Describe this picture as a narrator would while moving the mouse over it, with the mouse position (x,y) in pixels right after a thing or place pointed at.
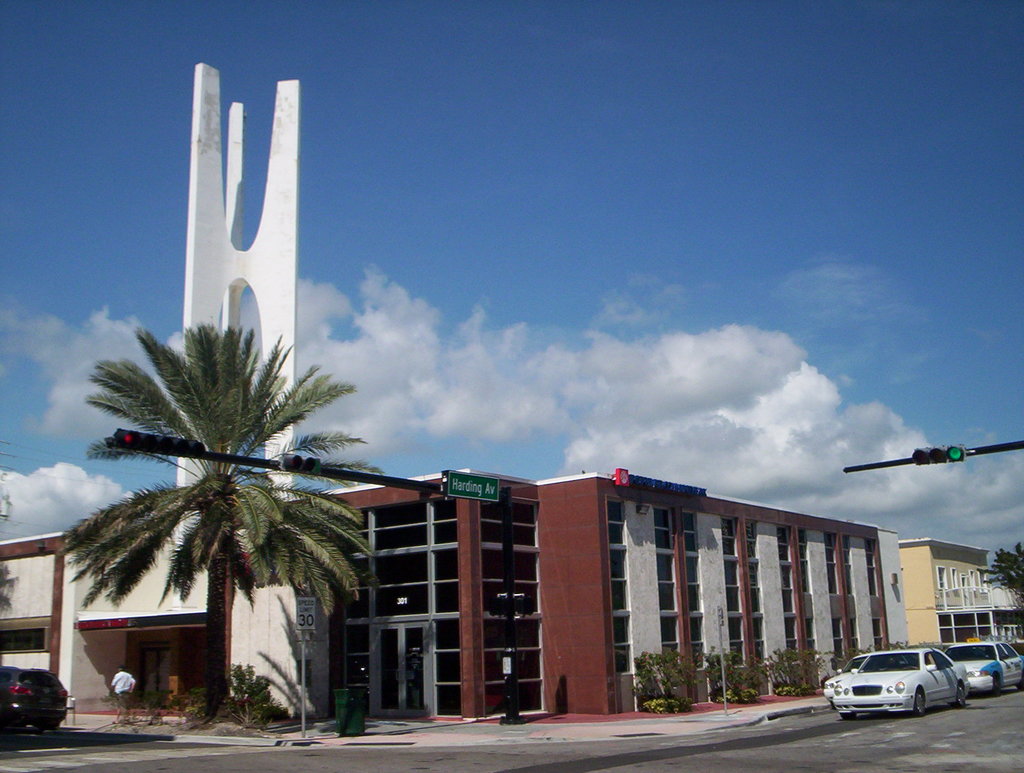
In this image we can see the buildings (473,527), trees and also the plants (711,672). We can also see the text boards (456,490) and also the traffic signal light poles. There is a person (117,680) on the path (114,716). In the background (203,6) we can see the sky (481,331) with the clouds (624,370). At the bottom (1010,669) we can see the vehicles (982,660) passing on the road (747,743).
